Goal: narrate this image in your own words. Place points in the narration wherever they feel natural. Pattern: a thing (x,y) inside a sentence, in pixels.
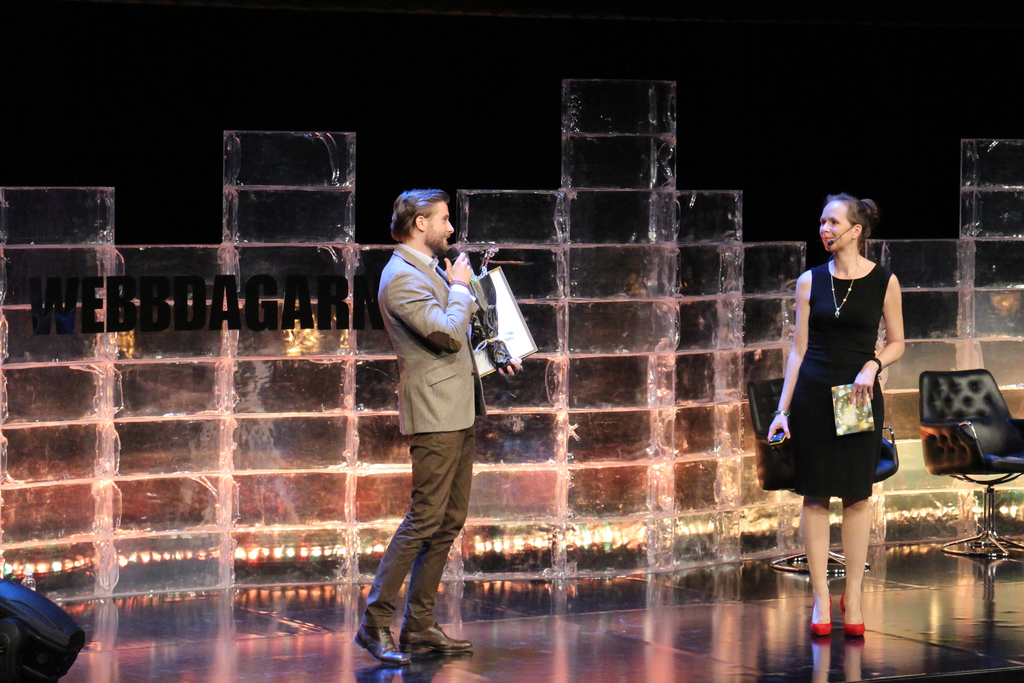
In this image we can see two persons (838,447). A man (424,439) is speaking into a microphone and holding some object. A lady (826,425) is holding some object (850,420). There are many rectangular ices (470,591) placed on one another. There is a chair (983,410) at the right side of the image (991,425).
